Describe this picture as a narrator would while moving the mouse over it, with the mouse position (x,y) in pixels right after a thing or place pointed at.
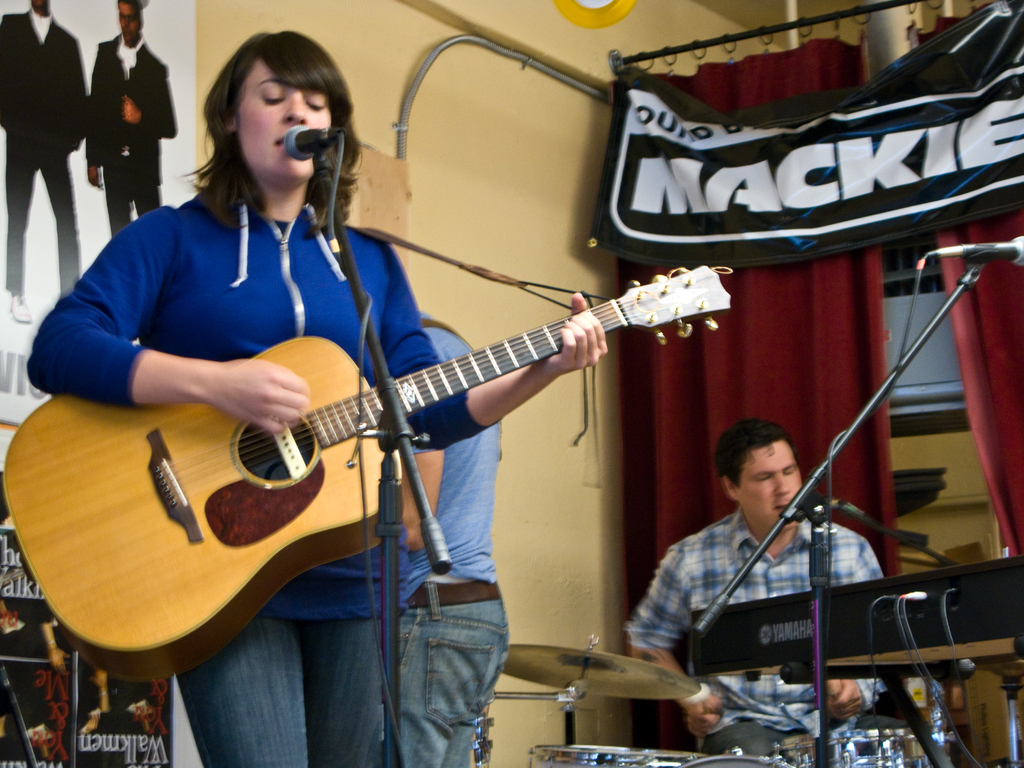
This image is taken inside a room (712,382), there are three people (710,549) in this image. In the left side of the image (314,737) a woman (367,723) is standing and holding a guitar (319,490) in her hands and singing with a mic (301,156). In the right side of the image (695,539) a man (854,688) is sitting on a stool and playing a drums (617,683). At the top of the image (626,52) there is a wall (678,41) and a curtains (780,77).
